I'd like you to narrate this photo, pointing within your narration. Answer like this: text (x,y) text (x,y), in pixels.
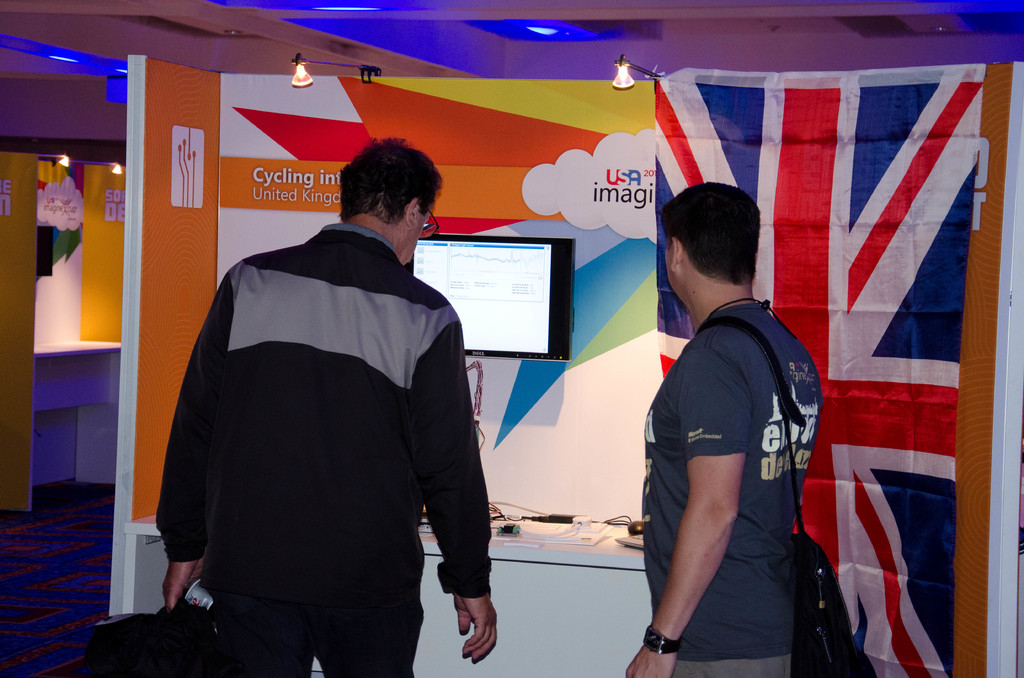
In this picture there are people (761,518) standing and we can see objects (629,543) on the platform (606,557), television (441,257), hoardings (540,503), flags (781,297) and floor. At the top of the image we can see lights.
